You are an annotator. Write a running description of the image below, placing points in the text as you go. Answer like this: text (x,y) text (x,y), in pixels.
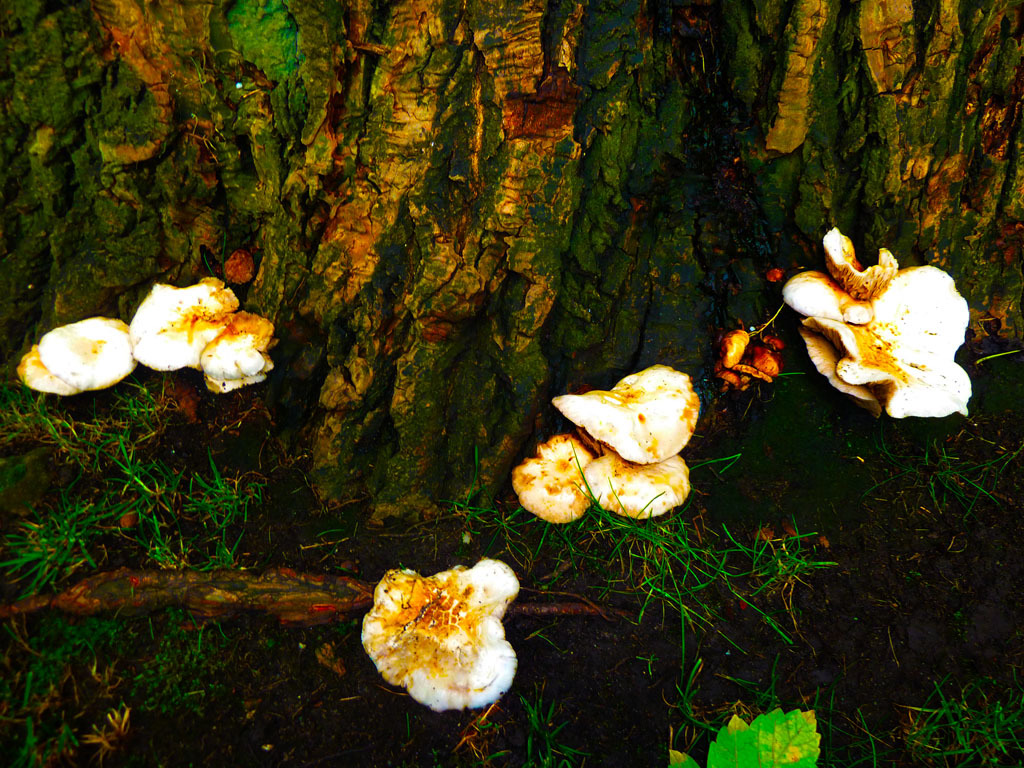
In this image we can see some mushrooms (572,500) beside the bark (498,485) of a tree (474,415). We can also see some grass (703,617).
